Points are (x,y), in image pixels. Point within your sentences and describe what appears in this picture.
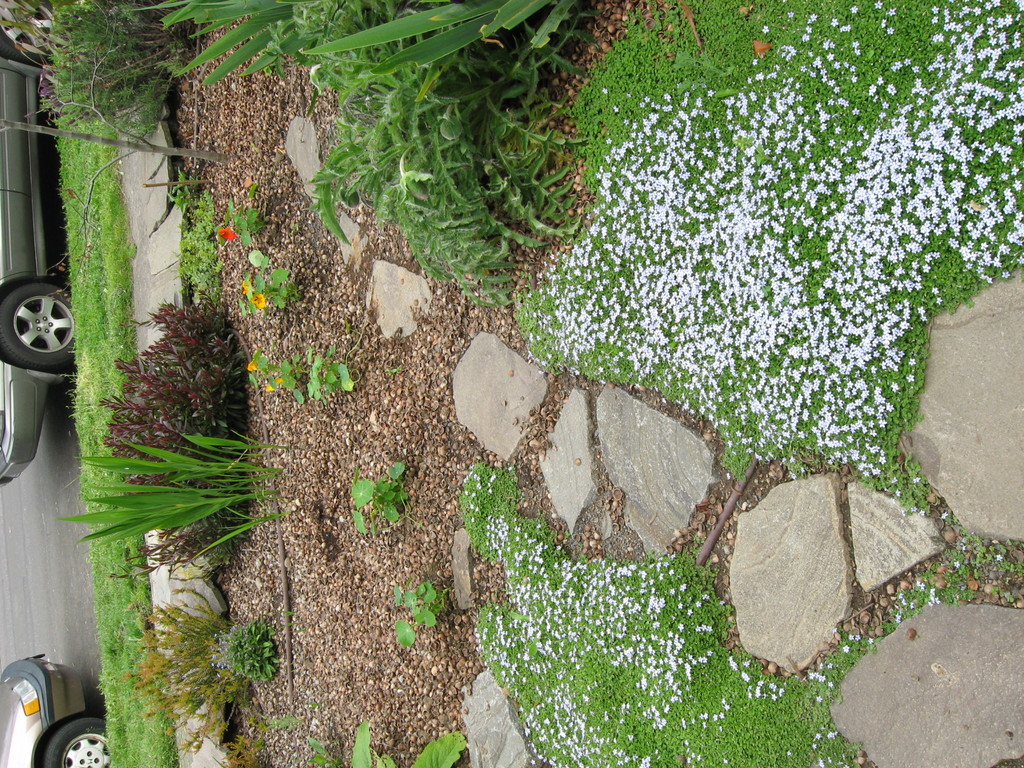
In this picture we can see the partial part of the vehicles (37,441) on the road (57,609). We can see the green grass (114,345), plants (263,36), flowers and the rock surface (690,473).
